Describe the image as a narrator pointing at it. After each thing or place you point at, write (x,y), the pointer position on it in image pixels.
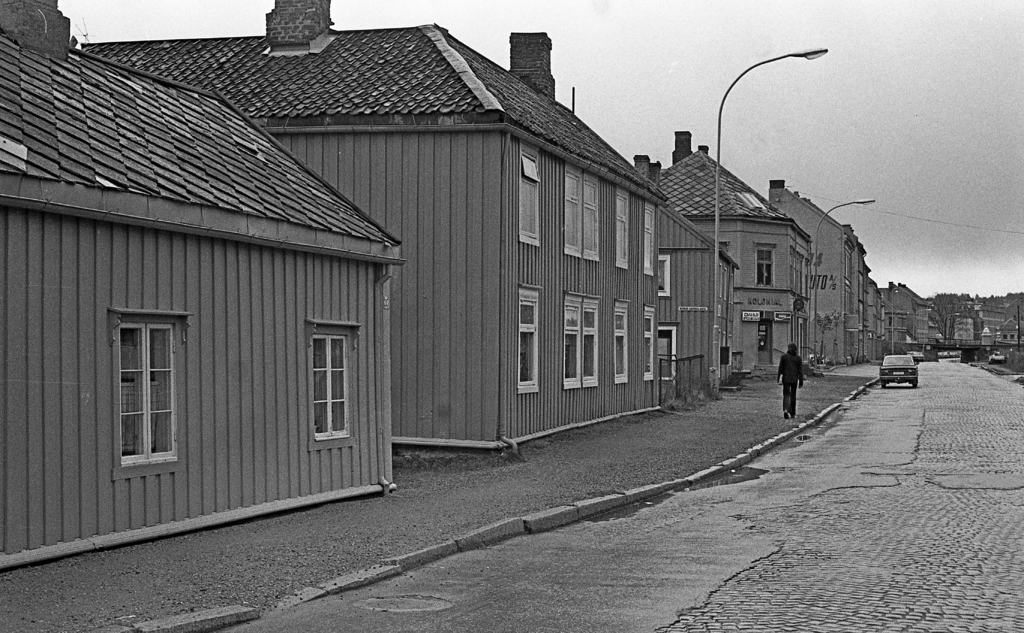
In this image we can see some houses (298,349) with roofs (347,248) and windows (348,393). We can also see a car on the road (773,509), a person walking on the footpath (723,431), some street poles (715,368) with wires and boards (750,319).
